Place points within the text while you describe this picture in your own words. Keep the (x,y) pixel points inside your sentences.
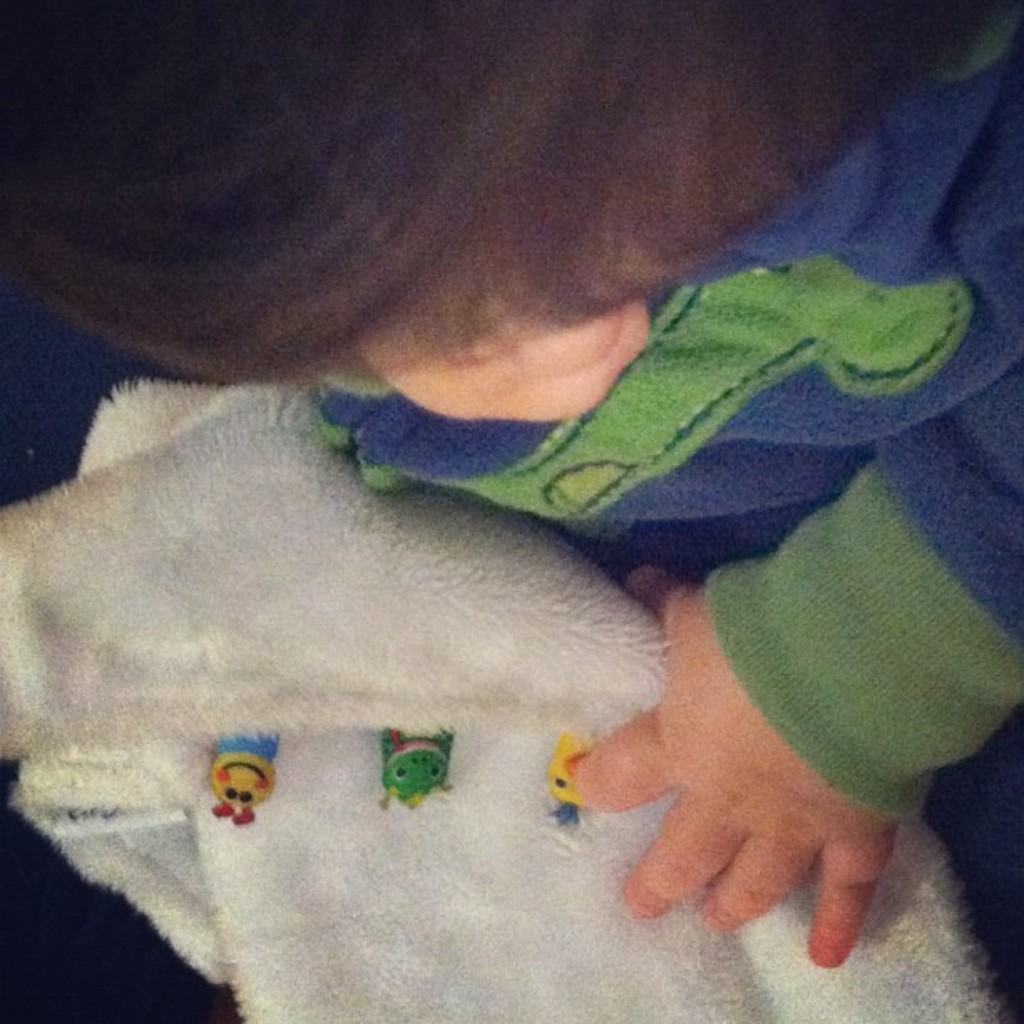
In this image there is a baby (650,894) holding white color cloth (564,873).
